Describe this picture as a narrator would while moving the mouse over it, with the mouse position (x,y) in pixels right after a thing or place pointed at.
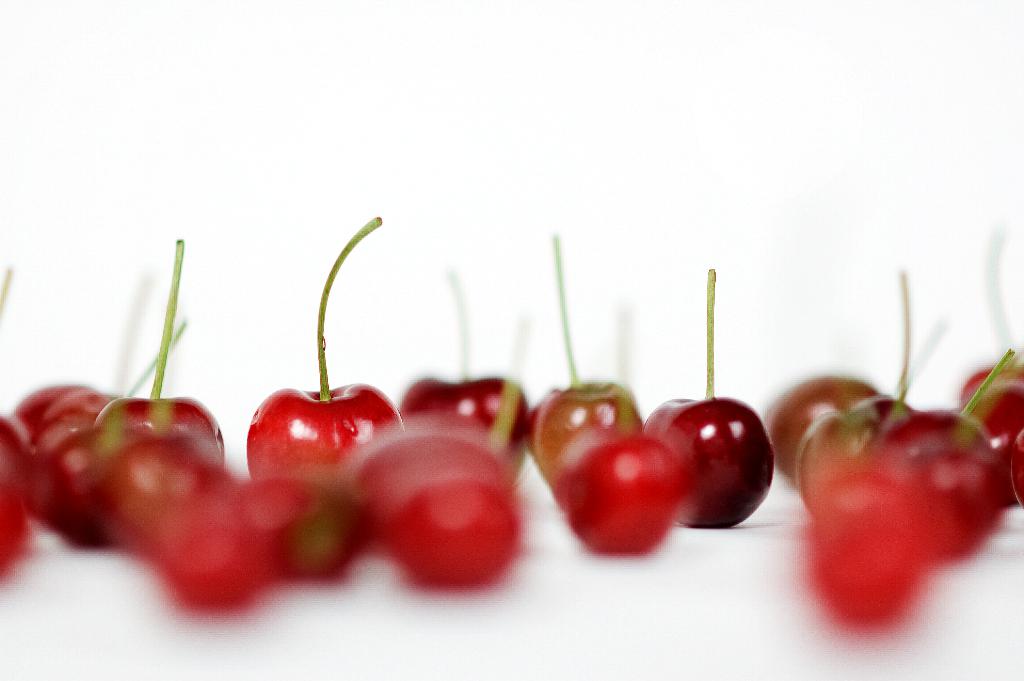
In the foreground of this picture (277,471) we can see many number of objects (746,463) which seems to be the cherries (448,458). The background of the image (844,115) is white in color.
